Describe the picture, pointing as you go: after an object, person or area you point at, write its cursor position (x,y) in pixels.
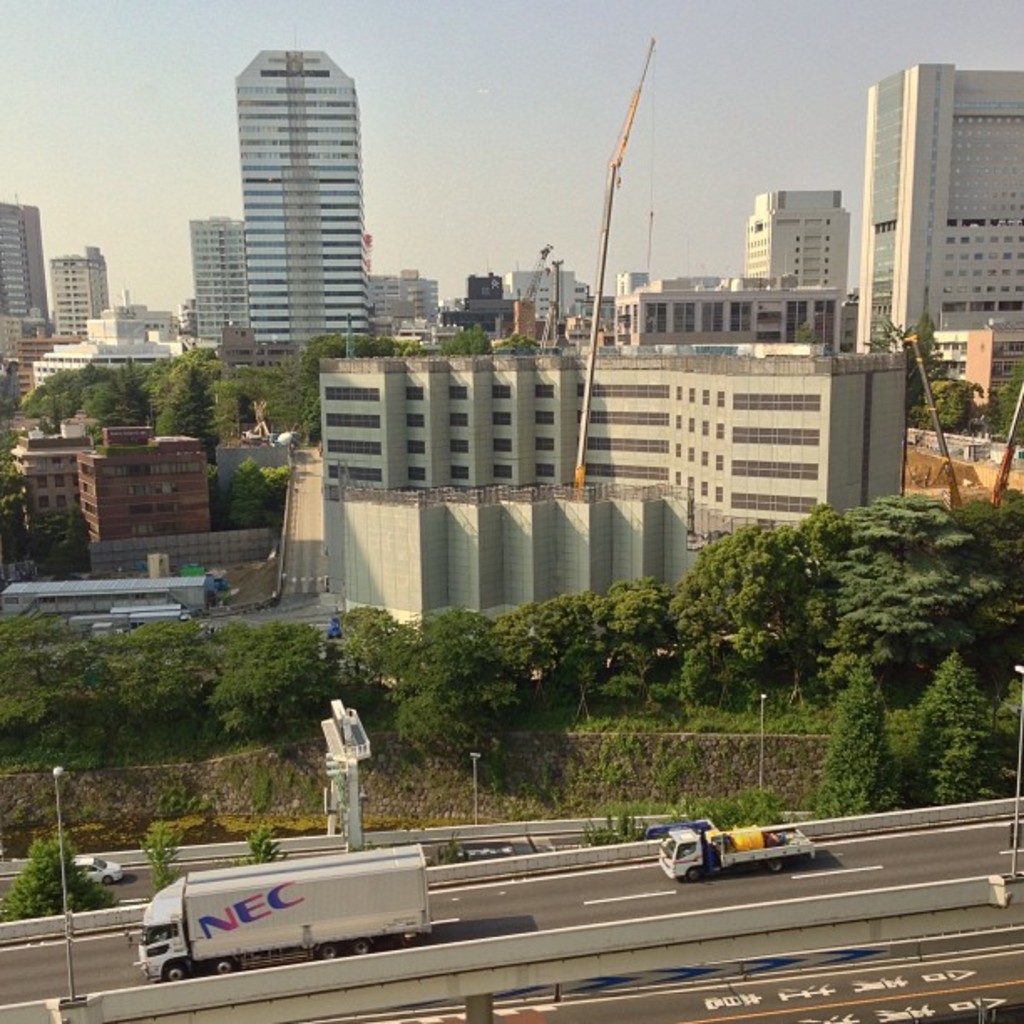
In this image I can see many vehicles (308,930) on the road (497,934). I can see the poles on both sides of the road (506,885). In the background (686,671) I can see many trees (518,693), buildings (644,408), few more poles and the sky (508,196).
